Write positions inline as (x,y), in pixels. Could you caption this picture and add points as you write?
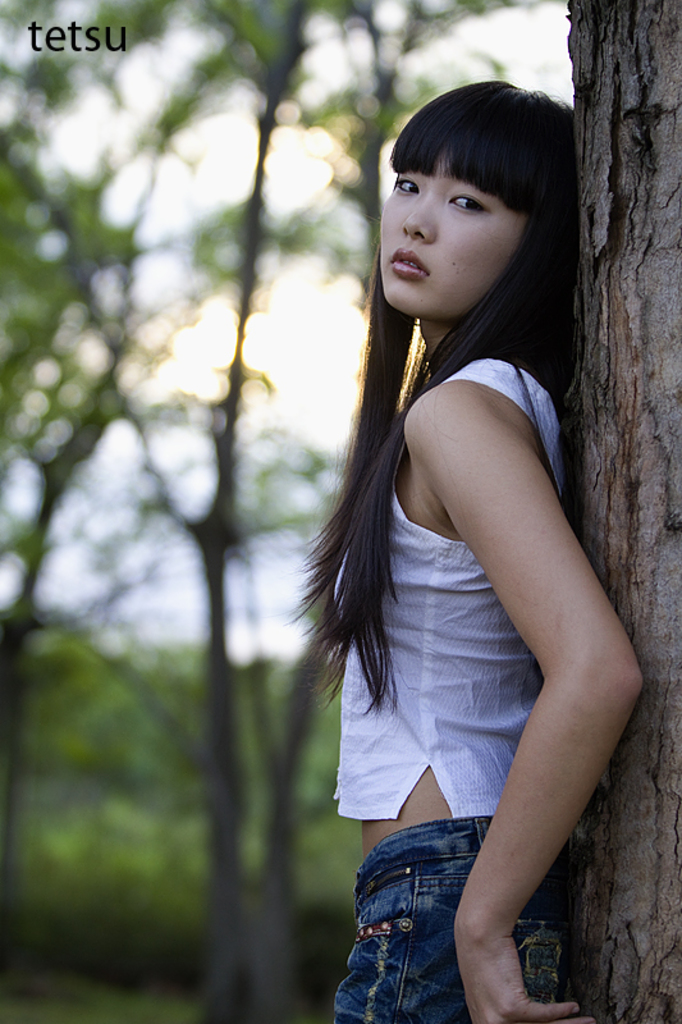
In this image we can see a woman (449,591) standing by leaning to a tree (625,504). In the background (255,546) there are trees (216,841), bushes (196,834) and sky (281,279).
